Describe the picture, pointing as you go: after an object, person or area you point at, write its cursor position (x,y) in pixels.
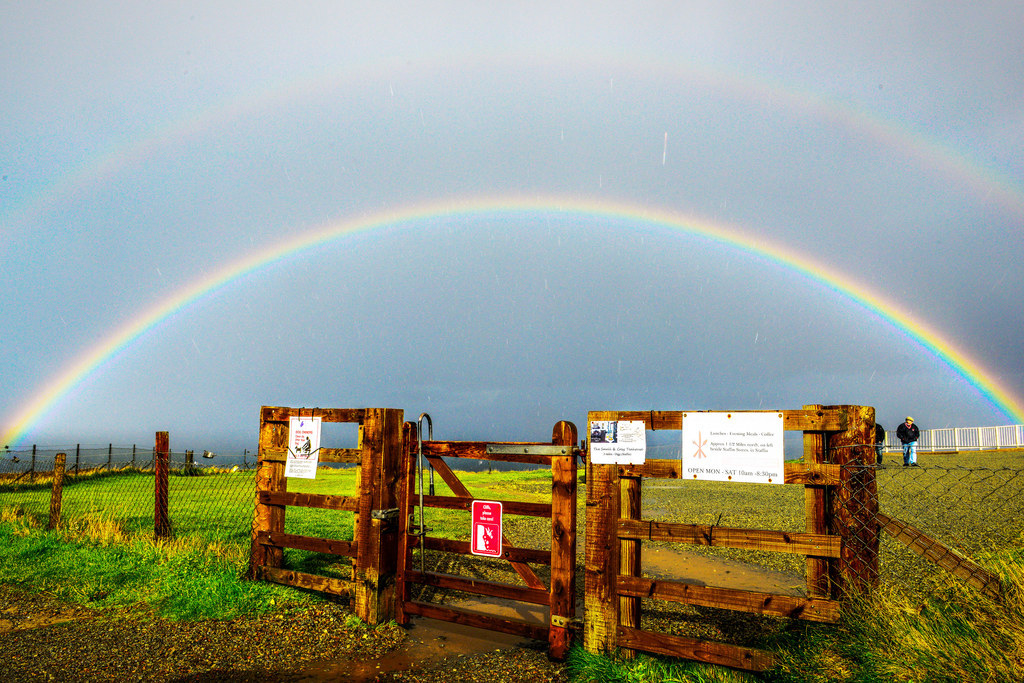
In this image there is a wooden fence (386,527) in the center (365,439) and there is text (712,448) written on the banner (718,451) which is hang to the wooden fence (256,490). There is grass (219,491) on the ground (132,519) and there are persons (877,444) walking. There is a rainbow (34,415) in the sky (651,245).
